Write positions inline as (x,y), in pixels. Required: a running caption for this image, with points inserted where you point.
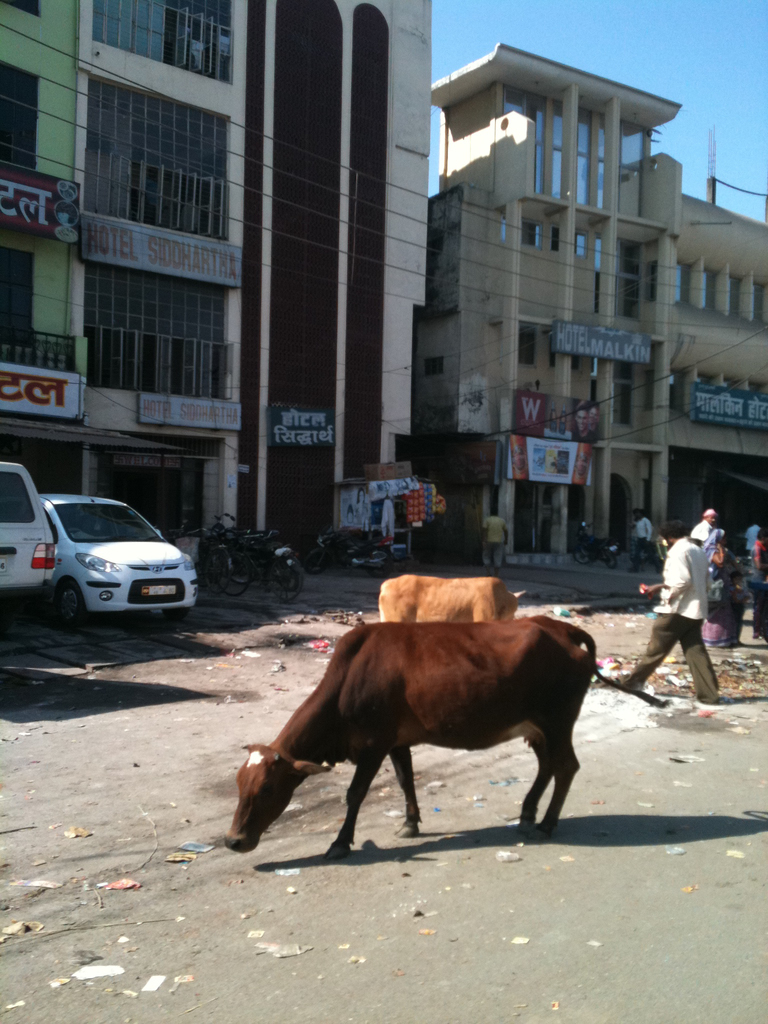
This is the picture of a road (355,855). In the foreground (485,580) there are two cows (479,645) standing on the road (377,1017) and there are group of people (759,541) on the road (383,983). At the back (471,217) there are vehicles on the road (399,936) and there are buildings (330,451) and there are hoardings (569,406) on the buildings (598,397). At the top (659,44) there is sky (656,52) and there are wires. At the bottom (418,924) there is a road (408,937) and there is a garbage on the road (662,878).
